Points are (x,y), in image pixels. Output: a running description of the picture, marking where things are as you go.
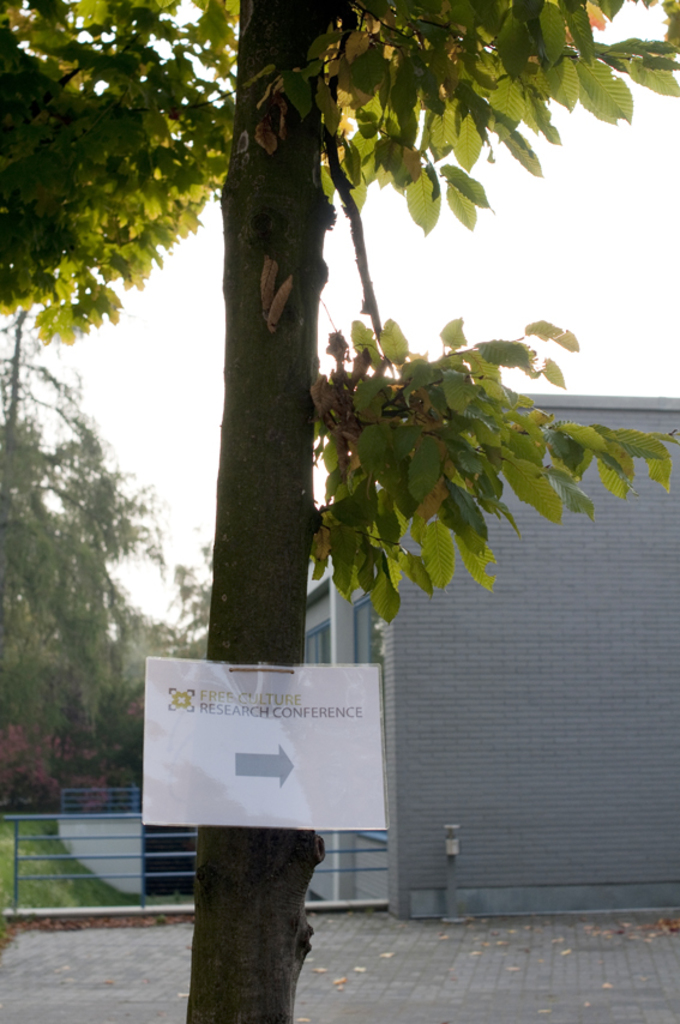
In this picture in the middle (265,379), we can also see a tree (247,322), on that tree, we can see a white color board (353,664). On the right side (557,586), we can see a building (645,693) and a pole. On the left side (25,684) there are some trees (15,736), metal grills (54,858). On the top (565,260), we can see a sky (502,333), at the bottom (332,926) there is a land (334,917).
